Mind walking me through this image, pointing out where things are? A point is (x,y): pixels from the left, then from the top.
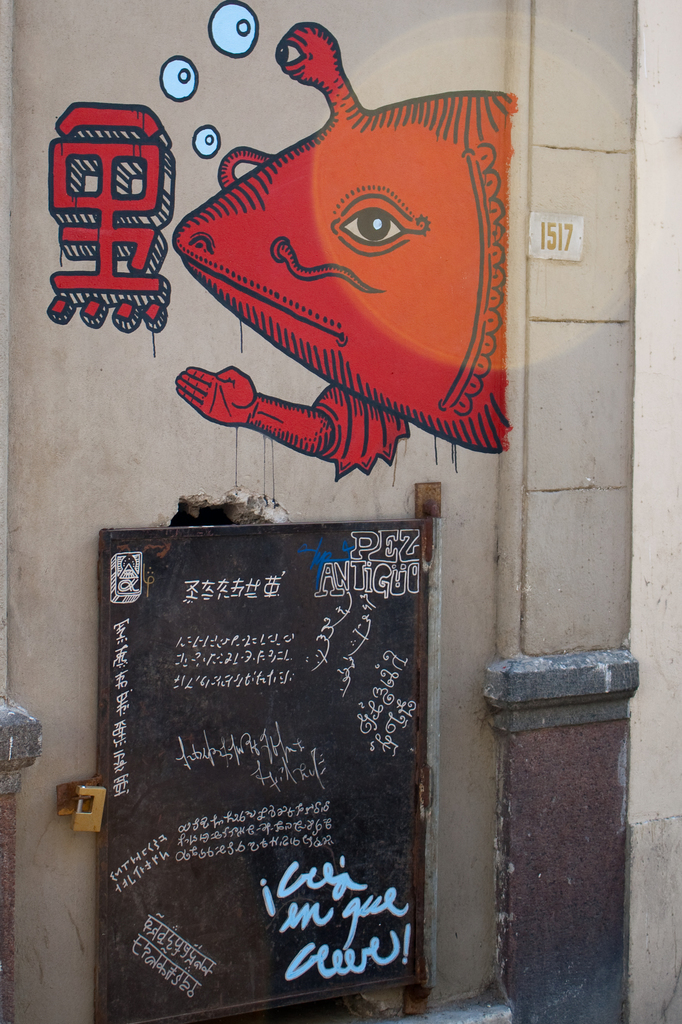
In this image we can see a wall (37,92) with some painting (256,304) on it. There is a black color board (201,792) with some text (113,788).
